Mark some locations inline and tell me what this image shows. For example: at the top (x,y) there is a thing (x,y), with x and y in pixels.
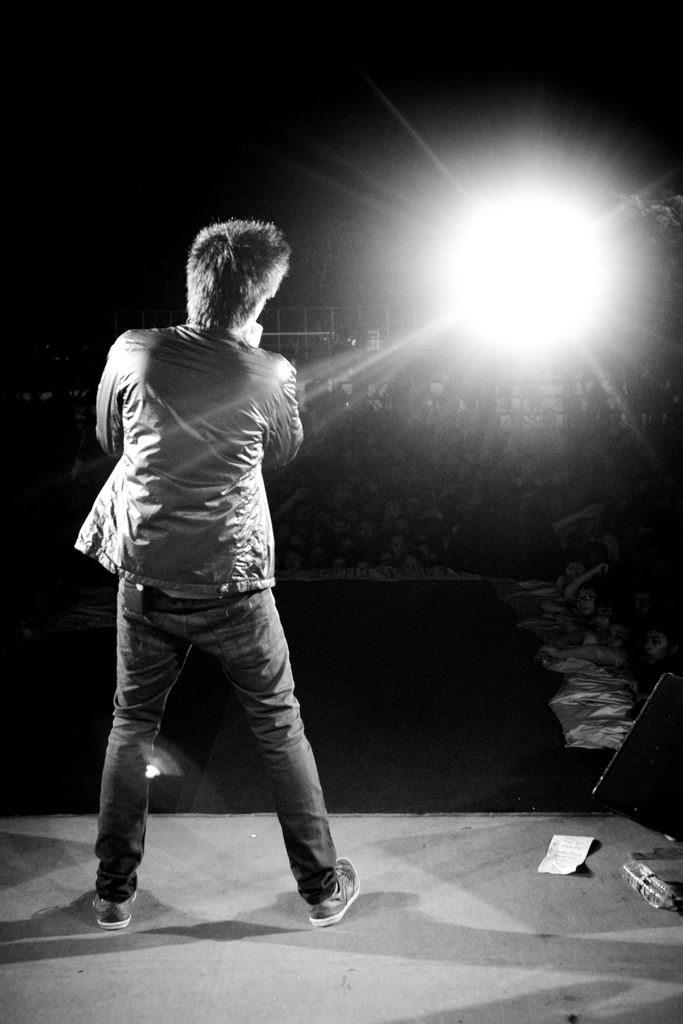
On the left (144,498) there is a person (148,435) standing. On the right (549,290) we can see light (548,189). At the top (393,119) it is dark. In the middle of the picture (338,342) it is looking like a fencing (333,324).
